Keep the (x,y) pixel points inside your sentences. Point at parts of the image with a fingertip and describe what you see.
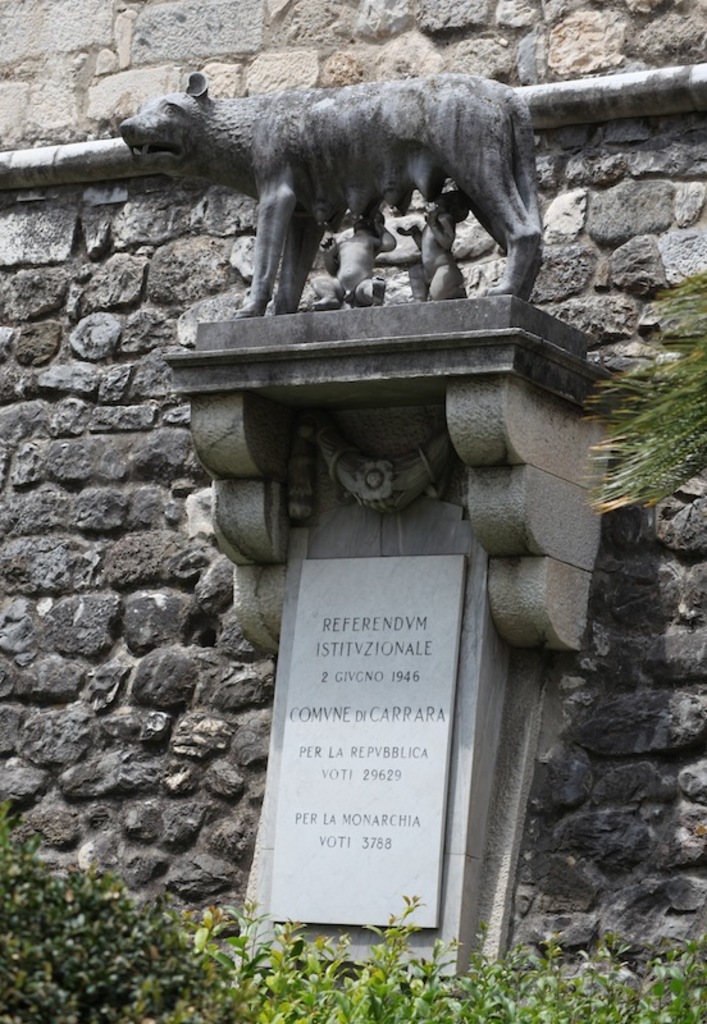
In this picture we can see the statues (326,217) on an object (362,367) and a headstone (383,760). In front of the headstone (392,849) there are plants (311,980) and a tree (662,455). Behind the statues (346,195) there is a wall (595,122).
